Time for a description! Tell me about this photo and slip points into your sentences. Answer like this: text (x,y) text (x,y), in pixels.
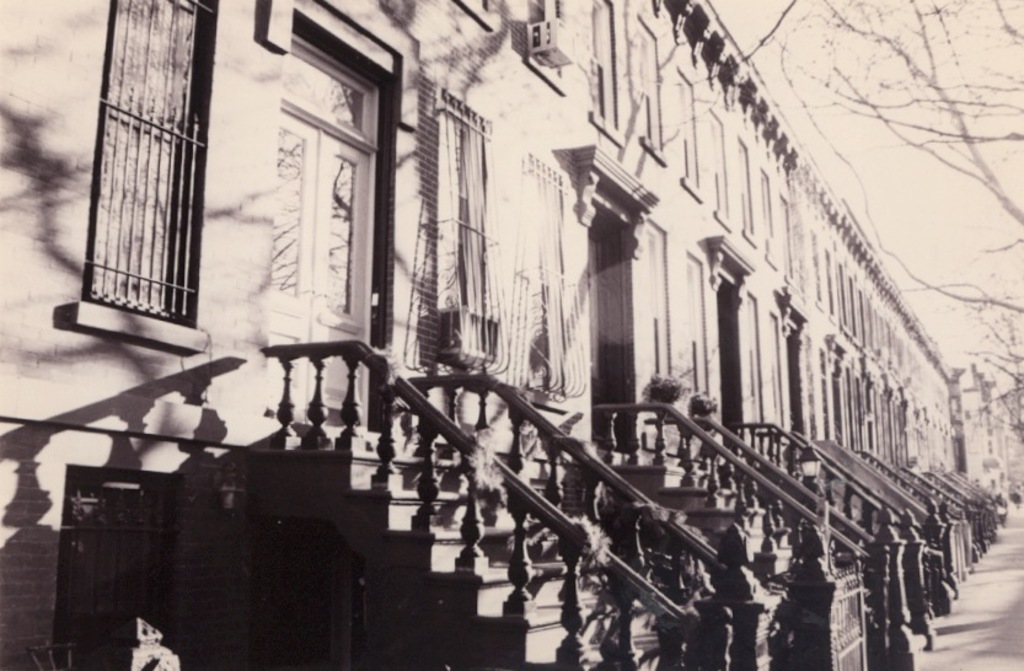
This is a black and white image in this image there are some buildings (550,313) and there is a staircase (403,521) and railing (652,556). On the right side (922,285) there are some trees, at the bottom (1012,614) there is a walkway (1013,550).
